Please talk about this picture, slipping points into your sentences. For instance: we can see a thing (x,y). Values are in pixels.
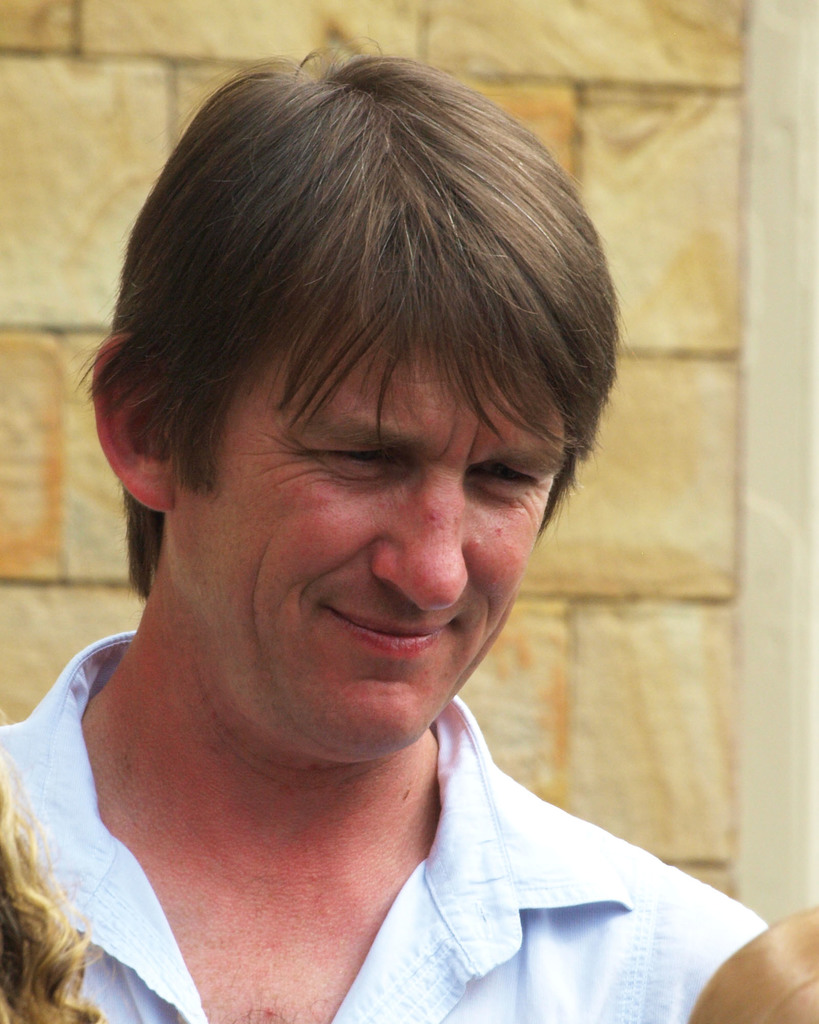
In the foreground of this picture (381,773), there is a man (369,913) in white shirt (560,930) having smile (360,622) on his face (398,649). We can also see the hair (768,961) of persons (785,962) on the bottom side of the image (776,983). In the background (571,50), there is a wall (372,29).
